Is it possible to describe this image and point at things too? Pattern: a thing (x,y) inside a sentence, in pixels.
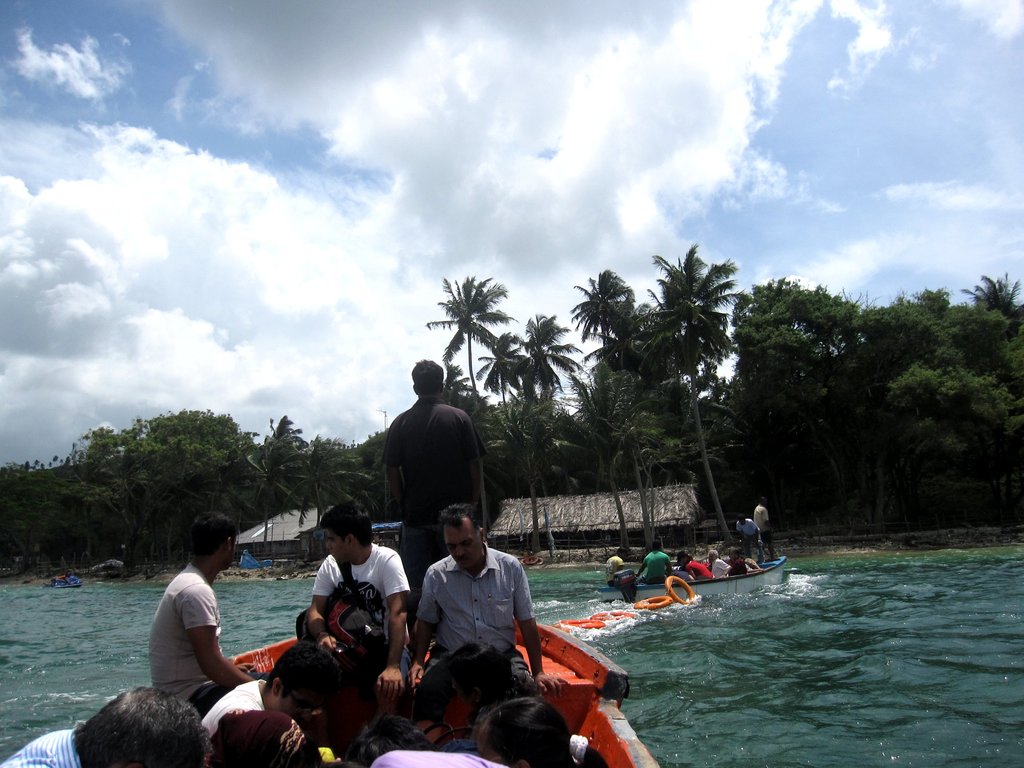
This image is taken outdoors. At the top of the image (160,183) there is the sky (242,247) with clouds (760,145). In the background (835,427) there are many trees (236,473) and plants (217,448) with leaves (486,419), stems (702,420) and branches (812,423). There are two huts (287,527). In the middle of the image (352,510) there are a few people (317,672) sitting in the boats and sailing on the sea (642,700).
